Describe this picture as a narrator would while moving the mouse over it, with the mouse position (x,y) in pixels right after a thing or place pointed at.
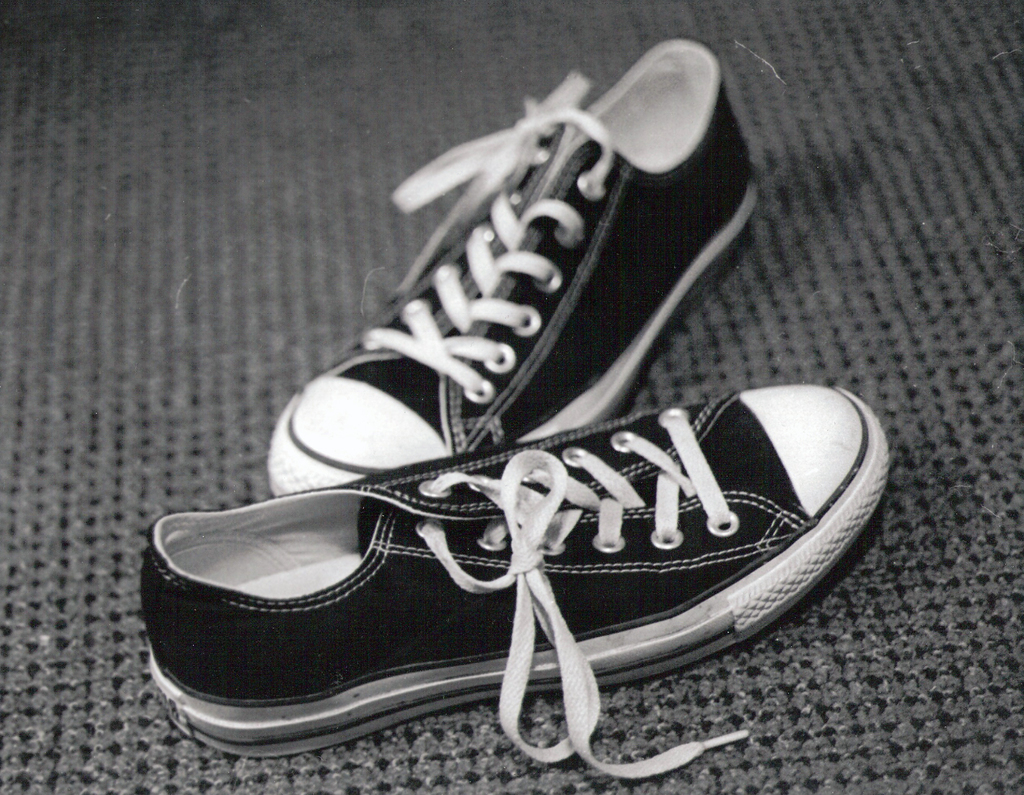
In this image we can see shoes (355,400) on the mat (275,347), and the picture is taken in black and white mode.
